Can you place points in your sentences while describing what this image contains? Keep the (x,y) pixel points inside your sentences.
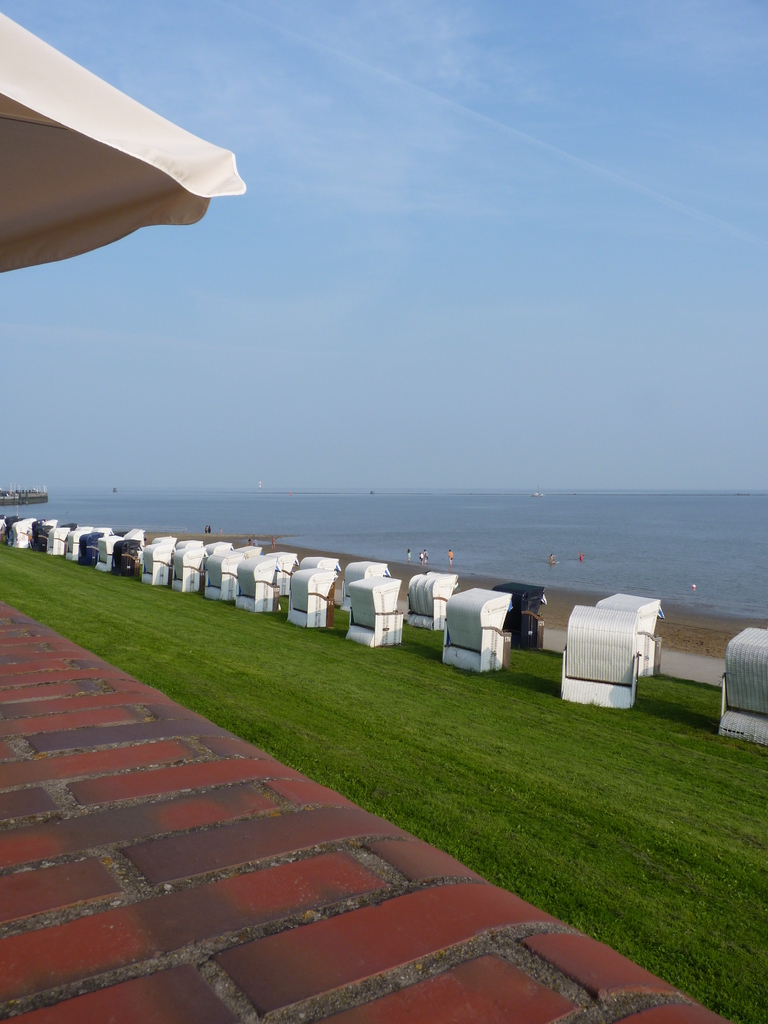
In the foreground of the picture (230,809) we can see stone platform (212,845), grass (207,698) and a part of canopy (113,180) or tent (43,154). In the middle of the picture (381,621) we can see white and black color objects (449,616) and beach (729,616). In the background (748,551) there is a water body (727,557) and there are people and boats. At the top (388,189) there is sky (571,349).
